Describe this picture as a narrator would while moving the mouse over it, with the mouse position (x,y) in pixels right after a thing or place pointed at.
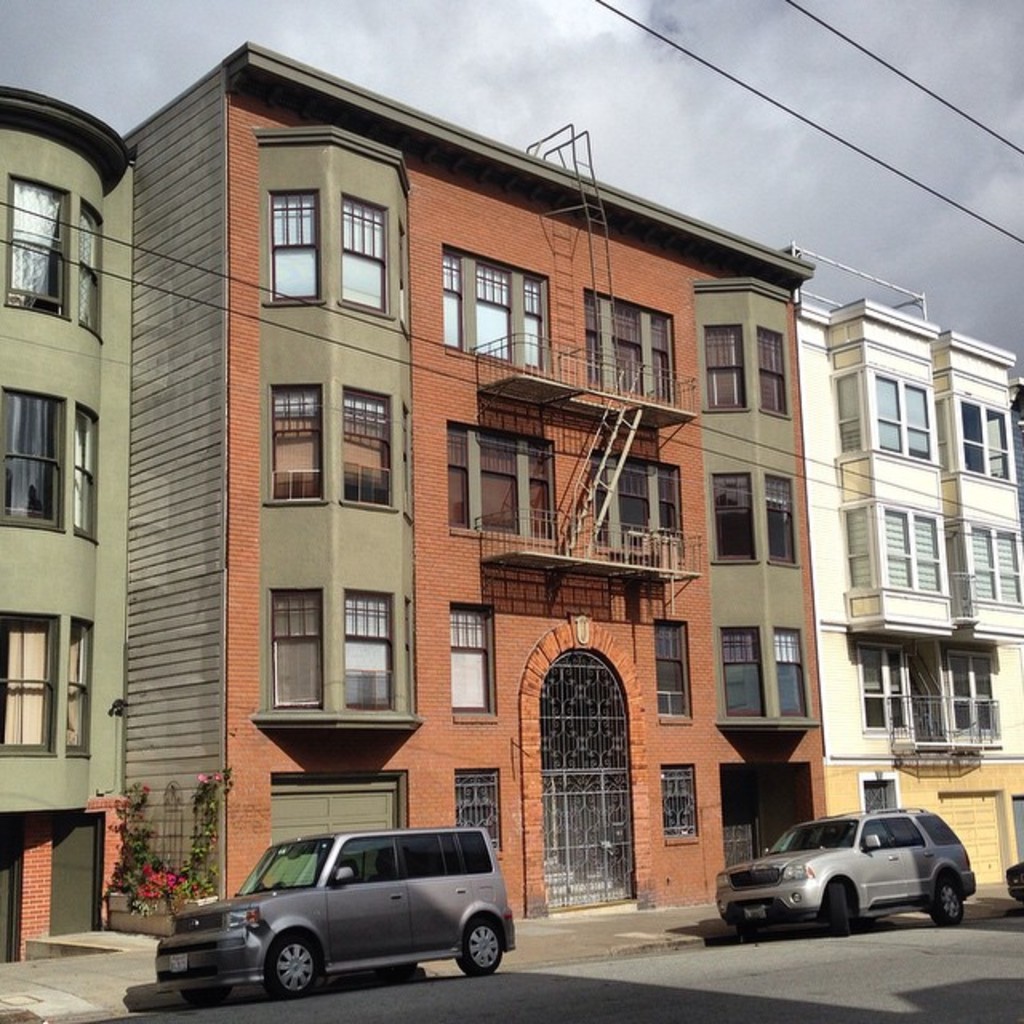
In this picture we can see two cars (300,939) in the front (932,872), there are buildings (653,497) in the background (996,446), on the left side (184,870) we can see plants (155,859), there is the sky (893,27) at the top of the picture (594,57).
